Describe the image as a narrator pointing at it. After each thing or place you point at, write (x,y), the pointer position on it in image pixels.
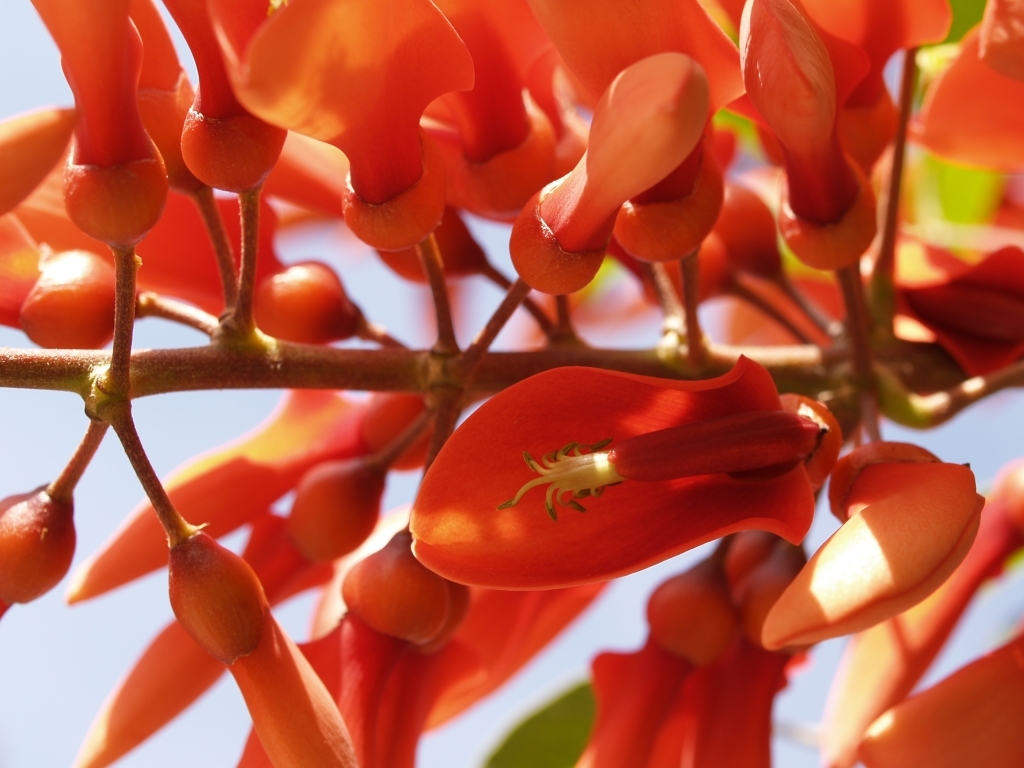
In this image we can see group of flowers (665,592) and buds (11,513) on branch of a tree (696,295). In the background (53,667), we can see the sky (43,657).
